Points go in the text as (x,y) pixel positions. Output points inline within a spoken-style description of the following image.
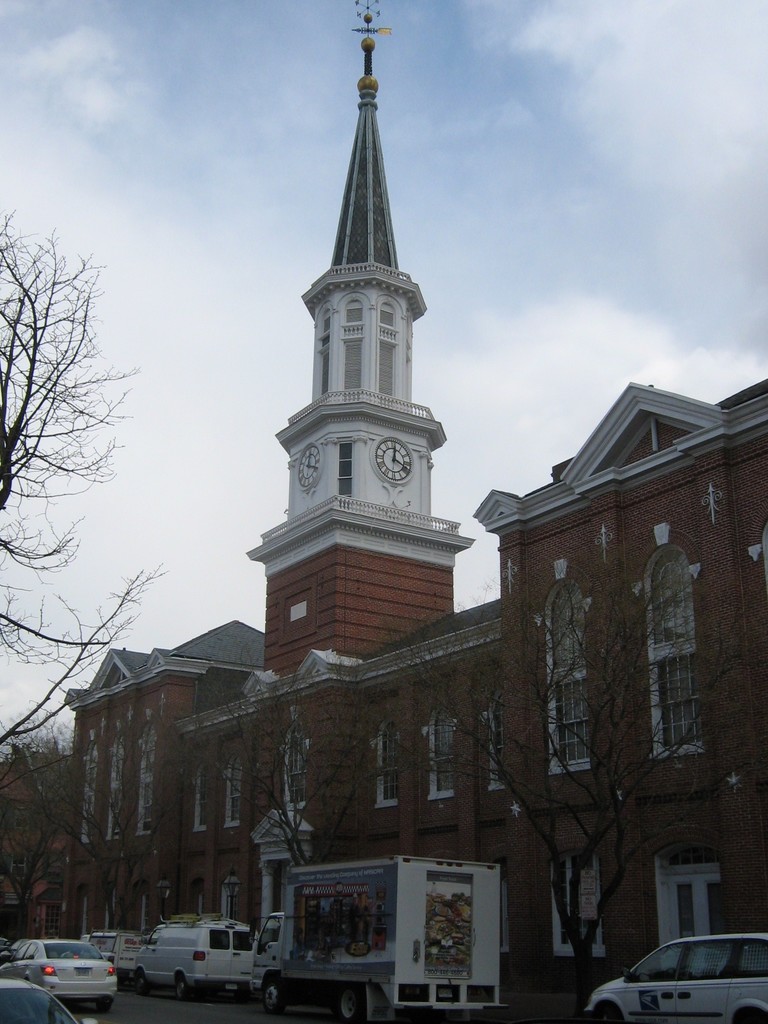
This is the picture of a building (446,636). In this image there are vehicles (322,950) on the road (239,1002). At the back (497,765) there is a building (541,733) and there are trees (615,782). At the top (281,122) there is sky (275,76). There are clocks (384,458) on the wall (387,620). At the bottom (168,990) there is a road (209,1009).
